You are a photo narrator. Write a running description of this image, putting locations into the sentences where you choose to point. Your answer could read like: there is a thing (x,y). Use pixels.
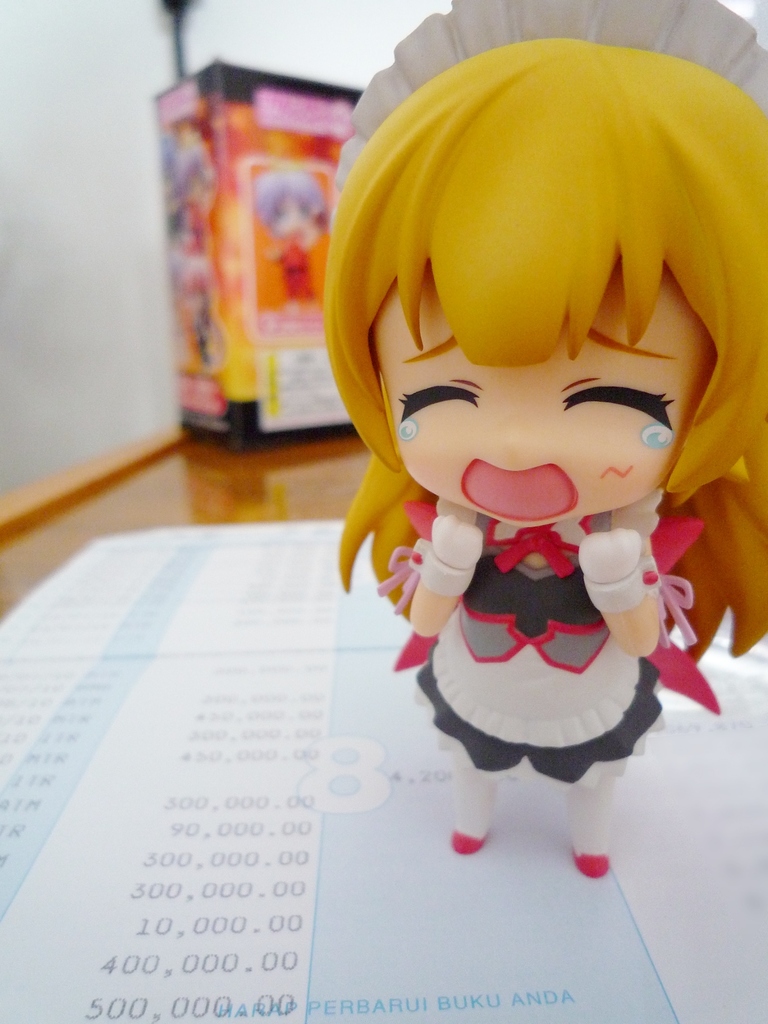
This image consists of a doll (548,468). At the bottom (357,886), there is a paper (399,881) kept on the table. In the background (155,220), we can see a box (197,164) along with the wall (123,174).
